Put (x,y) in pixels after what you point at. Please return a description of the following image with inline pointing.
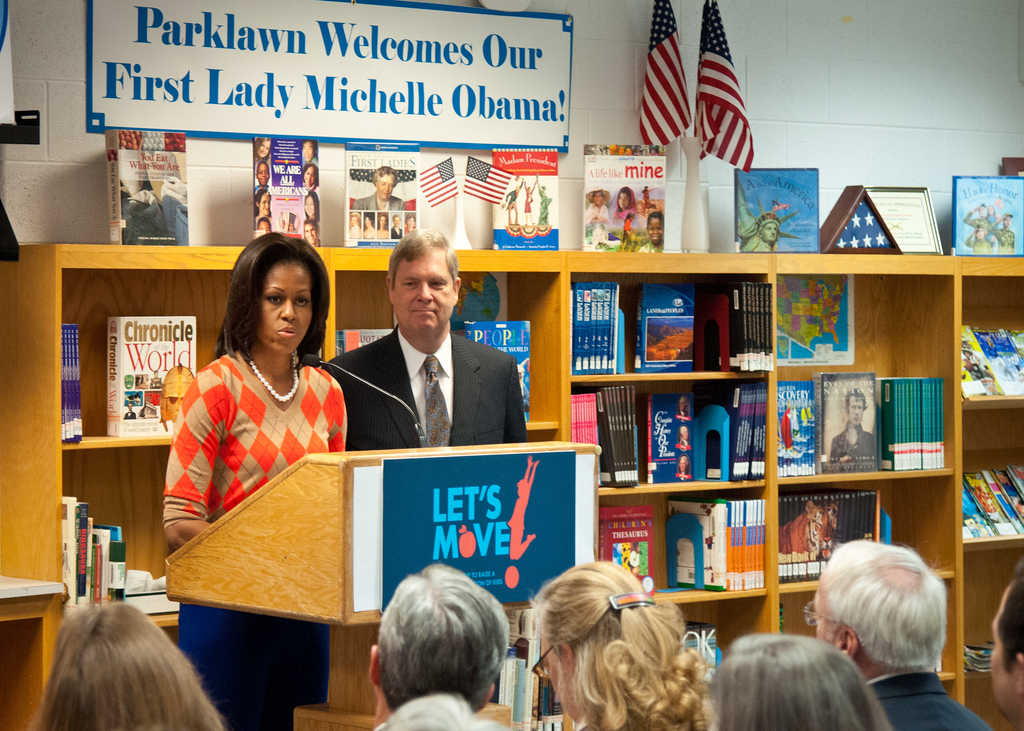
In this image I can see at the bottom (487,648) few people (576,663) are there, in the middle (452,450) a woman (298,450) is standing near the podium (320,462) and speaking in the microphone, beside her there is a man (459,400). He is wearing tie (442,408), shirt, coat (462,406). In the background (969,201) there are books (1021,238) on the shelves (536,380). At the top (707,135) there are flags (706,109).
